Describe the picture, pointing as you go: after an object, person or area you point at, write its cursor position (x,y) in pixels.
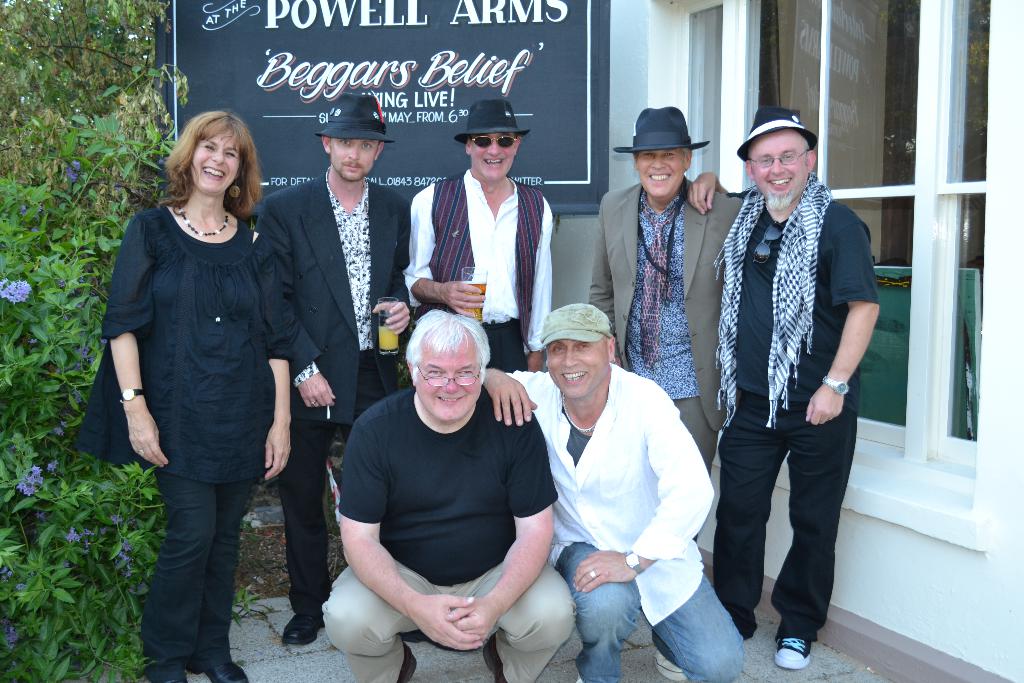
There are five people (263,243) standing and smiling. I can see two men (600,427) sitting in squat position and smiling. This is the name board (404,72). This looks like a glass window (937,187). Here is the tree (23,415) with flowers (25,285).
